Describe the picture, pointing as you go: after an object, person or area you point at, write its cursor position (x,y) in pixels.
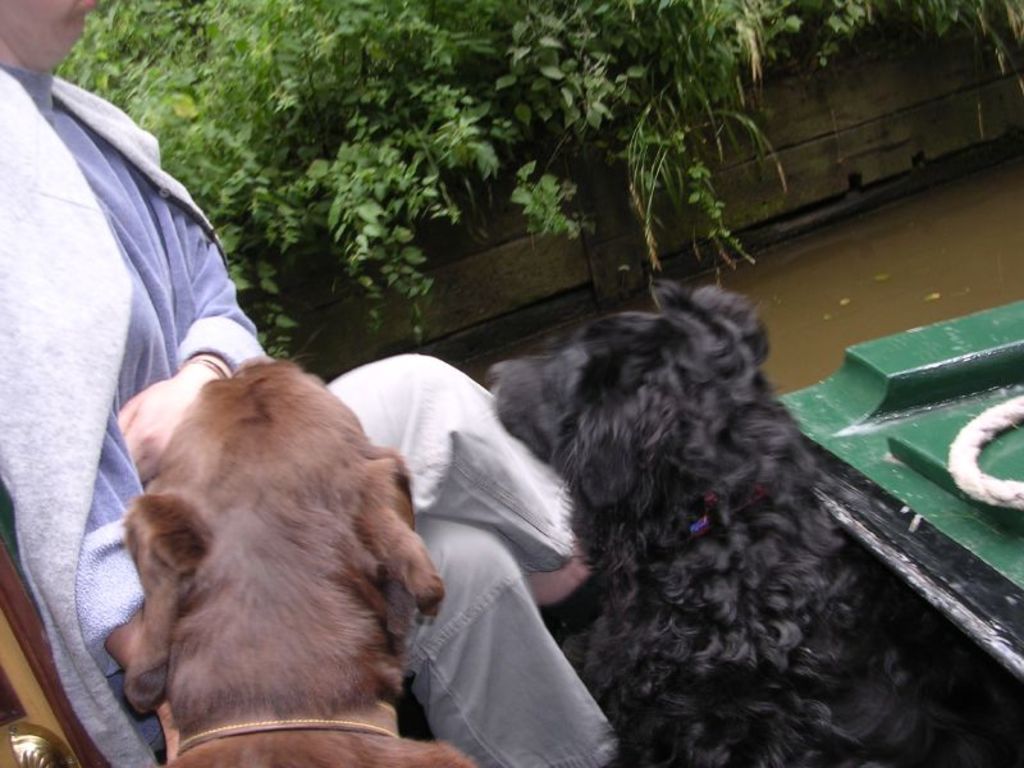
In the picture I can see dogs (652,466) and a person (143,483) is sitting on a boat (1014,471). In the background (886,248) I can see the water (843,285), plants (558,99), a wall (786,158) and white color rope (964,468) on a boat (1018,458).
